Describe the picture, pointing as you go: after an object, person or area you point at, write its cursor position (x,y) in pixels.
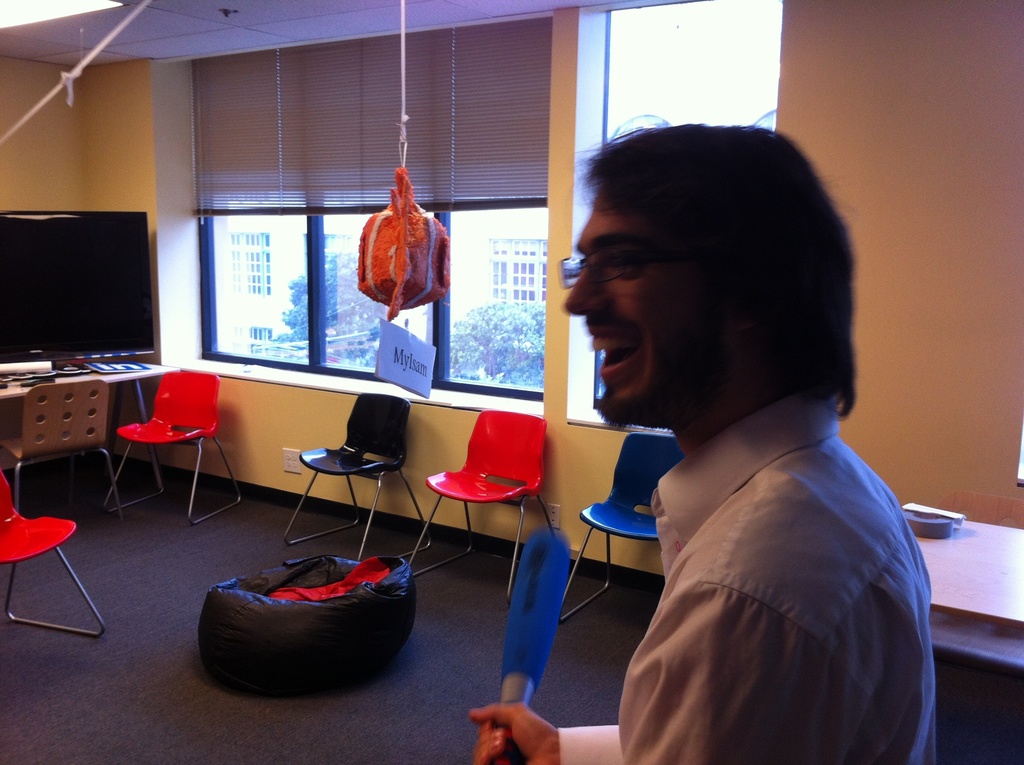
In this image I can see a person (676,481). I can see few chairs (615,516). In the background (346,274) there is a window (291,288). I can see a television (135,285). There is a object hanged to the ceiling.
